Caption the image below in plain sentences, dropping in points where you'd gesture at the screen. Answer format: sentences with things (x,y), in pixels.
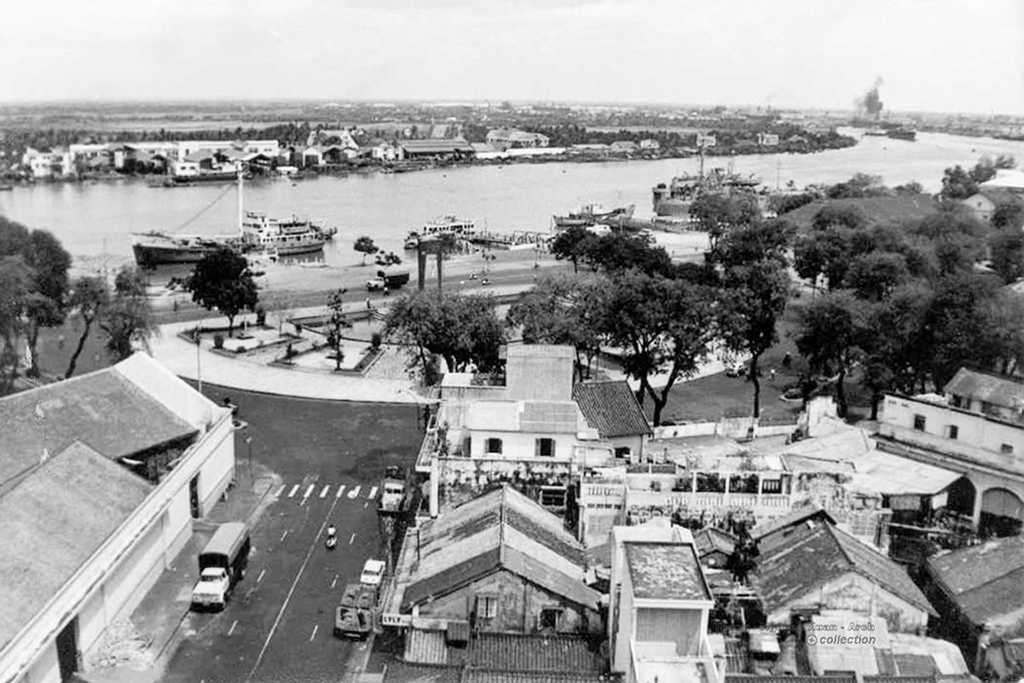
This is a picture of a city (646,394), where there are buildings (774,449), roads (370,297), vehicles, trees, boats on the water (338,205), sky (707,53) and there is a watermark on the image.
